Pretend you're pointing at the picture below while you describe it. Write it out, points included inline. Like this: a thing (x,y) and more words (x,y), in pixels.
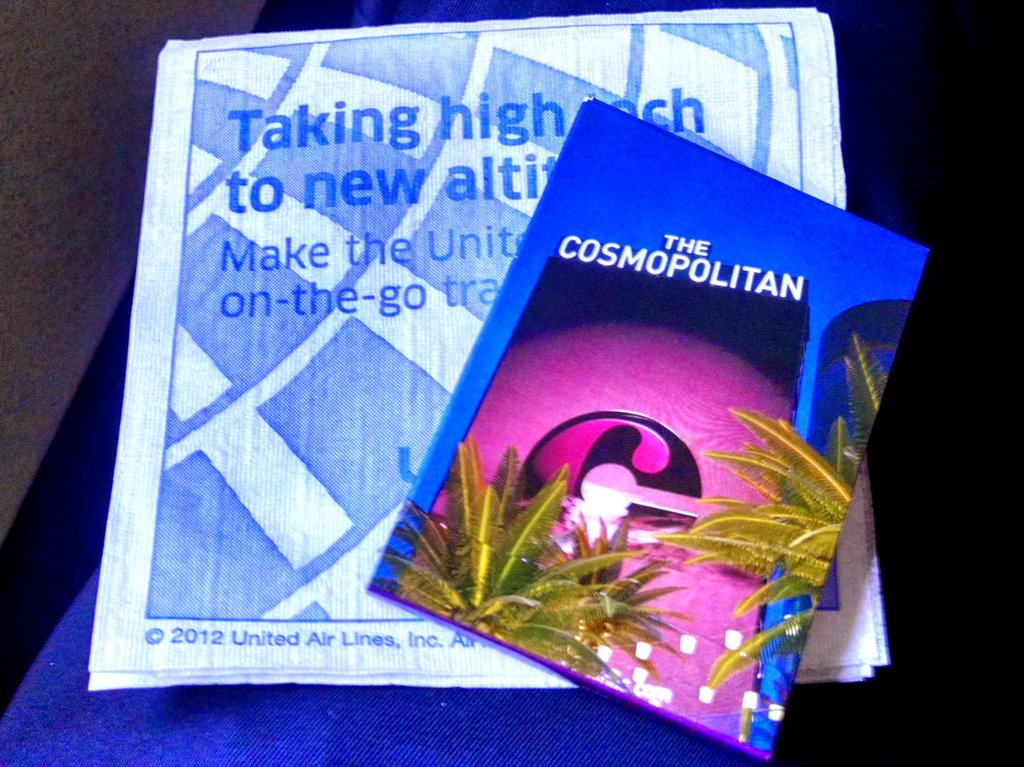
In this image we can see a book (820,467) placed on a paper (402,207) with some text (672,129) on it.
